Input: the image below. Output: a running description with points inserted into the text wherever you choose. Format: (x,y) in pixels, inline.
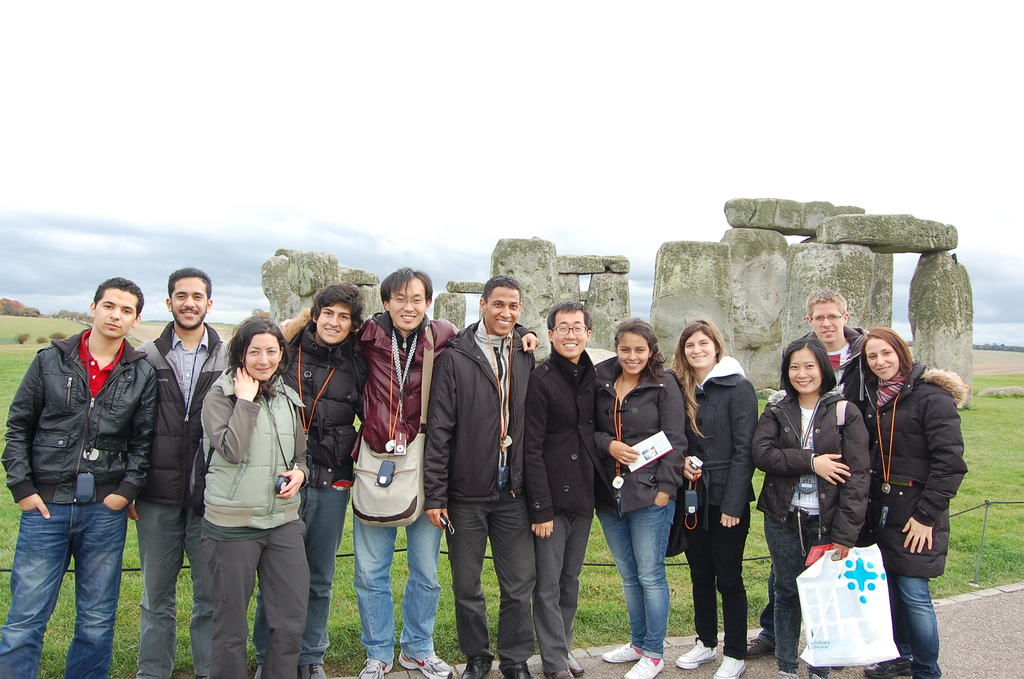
In this picture I can see group of people (551,377) standing and smiling, there are rocks (761,279), grass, trees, and in the background (345,129) there is sky (398,77).
